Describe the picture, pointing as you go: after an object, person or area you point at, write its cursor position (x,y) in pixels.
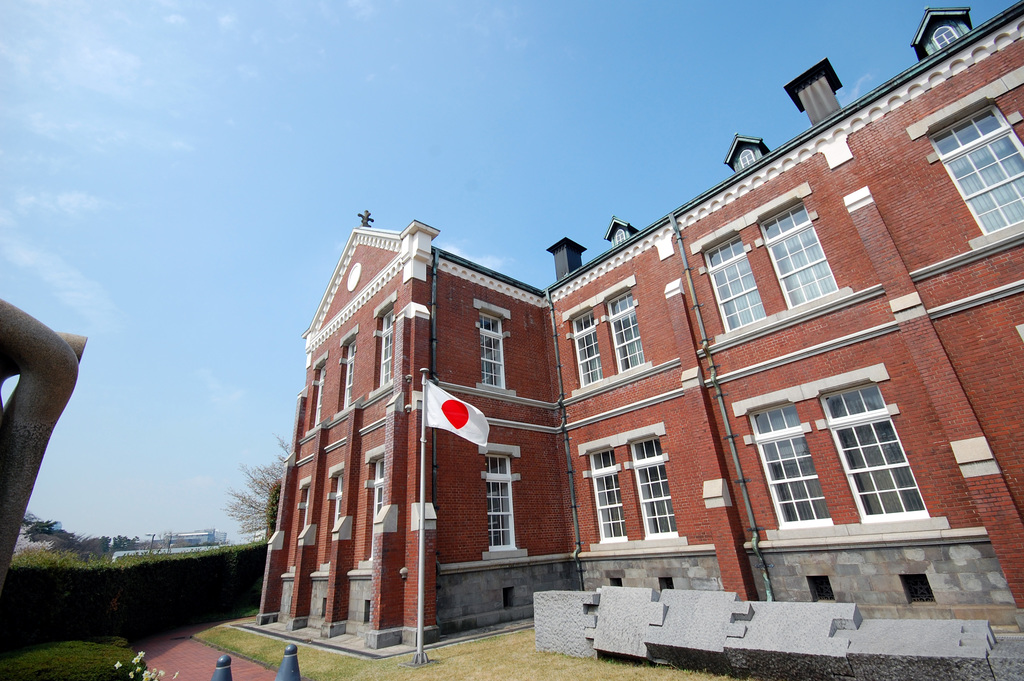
In this image we can see there is a building (513,442) which has many windows (599,457), in front of it there is a flag (459,427), some rocks (892,680), trees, plants (236,550) and a sculpture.
